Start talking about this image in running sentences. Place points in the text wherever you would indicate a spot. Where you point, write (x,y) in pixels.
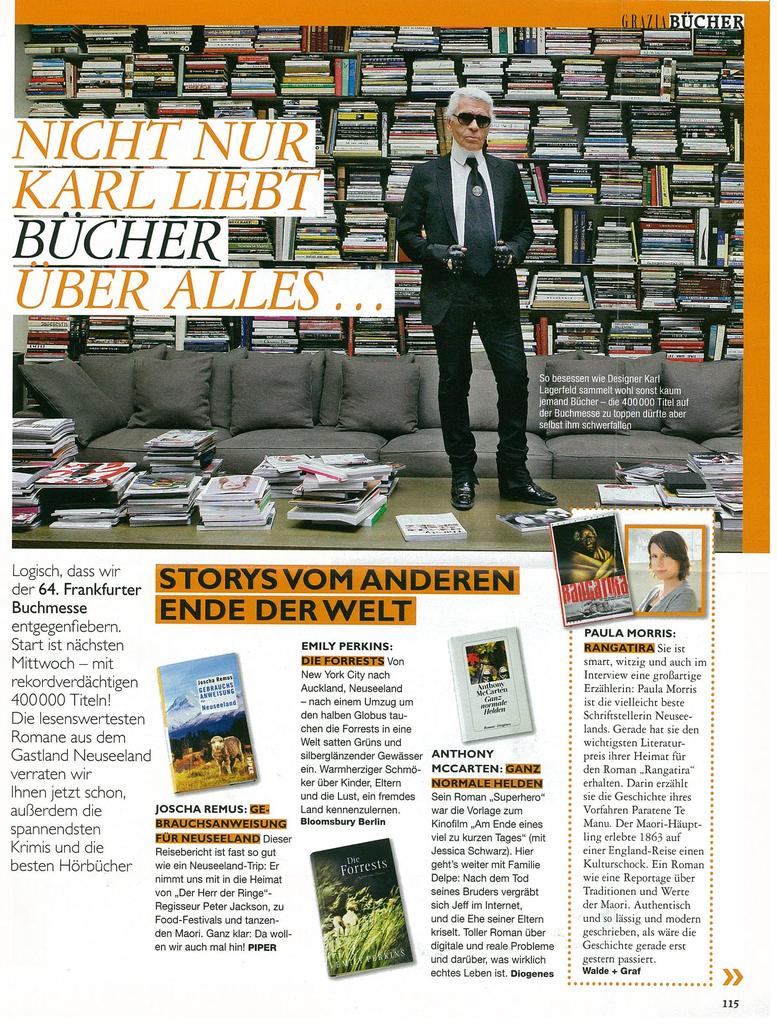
In this image I can see an article (131,707) where on the top side (439,171) I can see a picture (359,474) and on the bottom side (80,761) I can see something is written. In this picture I can see a man (455,265) is standing and behind him I can see a sofa (564,472). On the sofa (227,396) I can see few cushions (232,364). I can also see number of books (671,50) in this picture.
